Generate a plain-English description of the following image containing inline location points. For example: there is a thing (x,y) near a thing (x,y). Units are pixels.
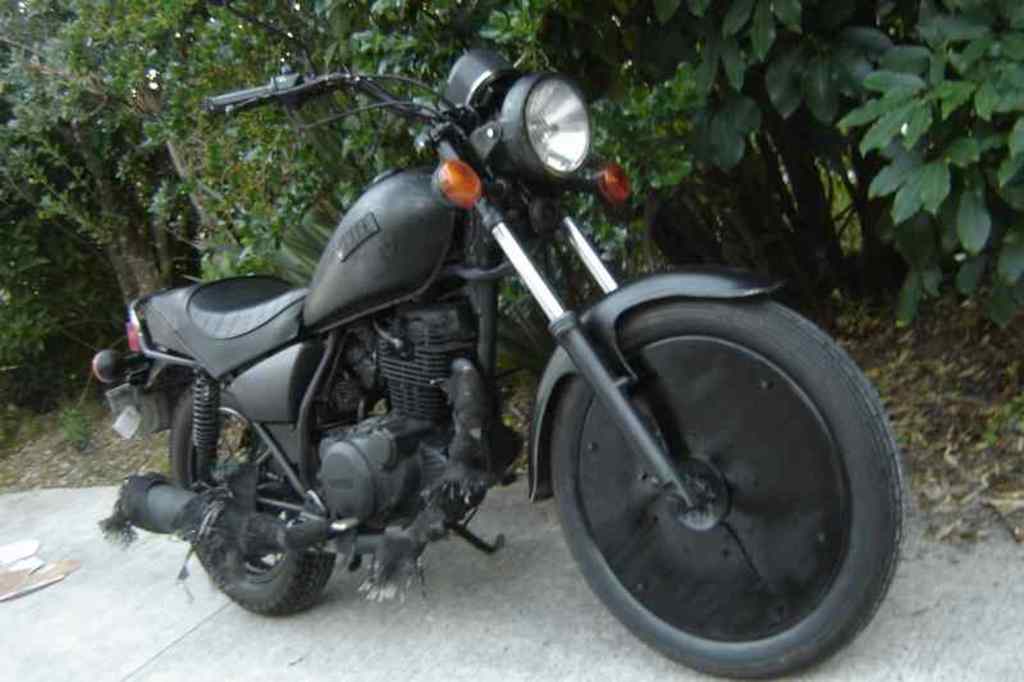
In the center of the image (343,278) there is a bike (718,659). In the background of the image (203,69) there are trees (331,107). At the bottom of the image (389,635) there is road (915,656).
